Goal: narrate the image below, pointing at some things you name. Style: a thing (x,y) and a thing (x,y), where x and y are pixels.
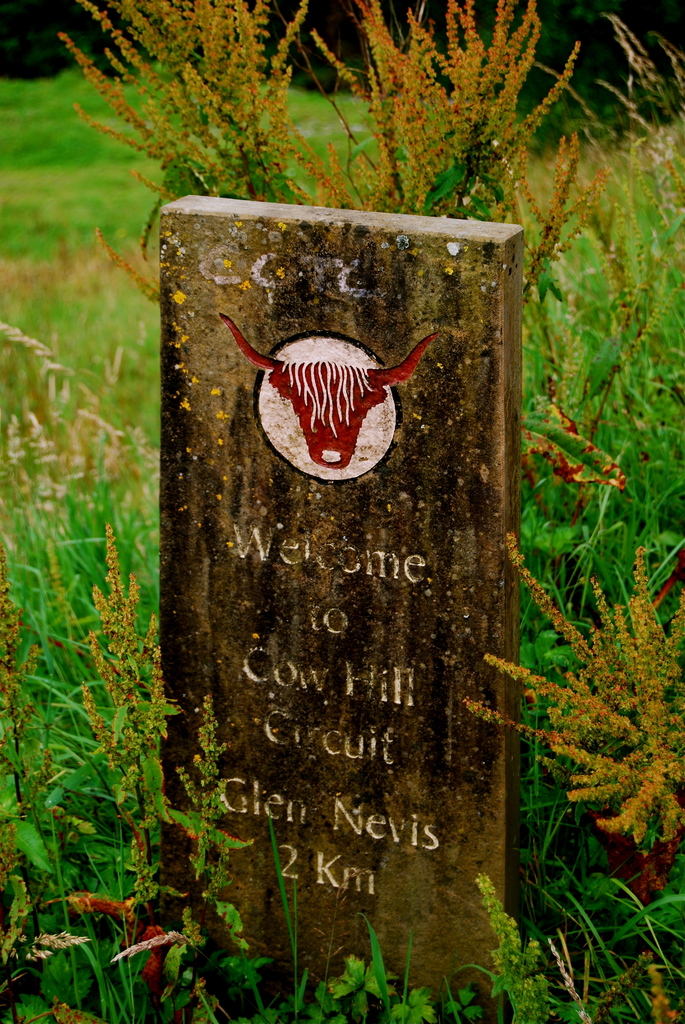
In this picture I can see a carved stone (390,461) in the middle (390,539), there are plants (650,307) around it.
